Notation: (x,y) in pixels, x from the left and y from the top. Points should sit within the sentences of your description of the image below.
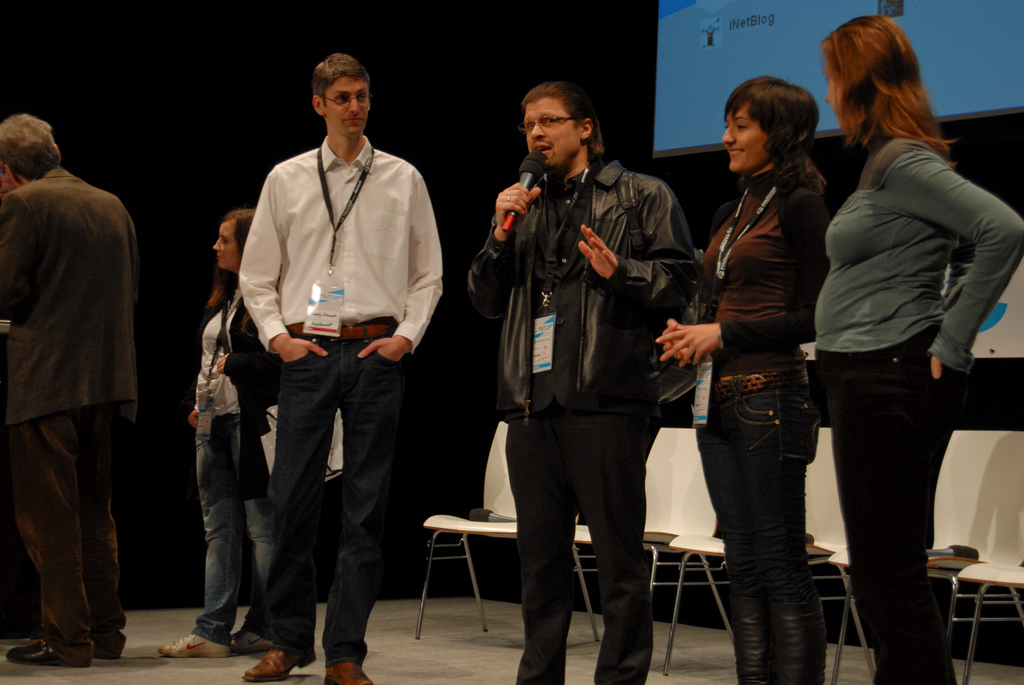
In this image we can see a few people (275,503) standing, among them one person (596,428) is holding a mic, in the background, we can see some chairs (581,533) and a screen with some text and images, on the left side of the image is dark.
